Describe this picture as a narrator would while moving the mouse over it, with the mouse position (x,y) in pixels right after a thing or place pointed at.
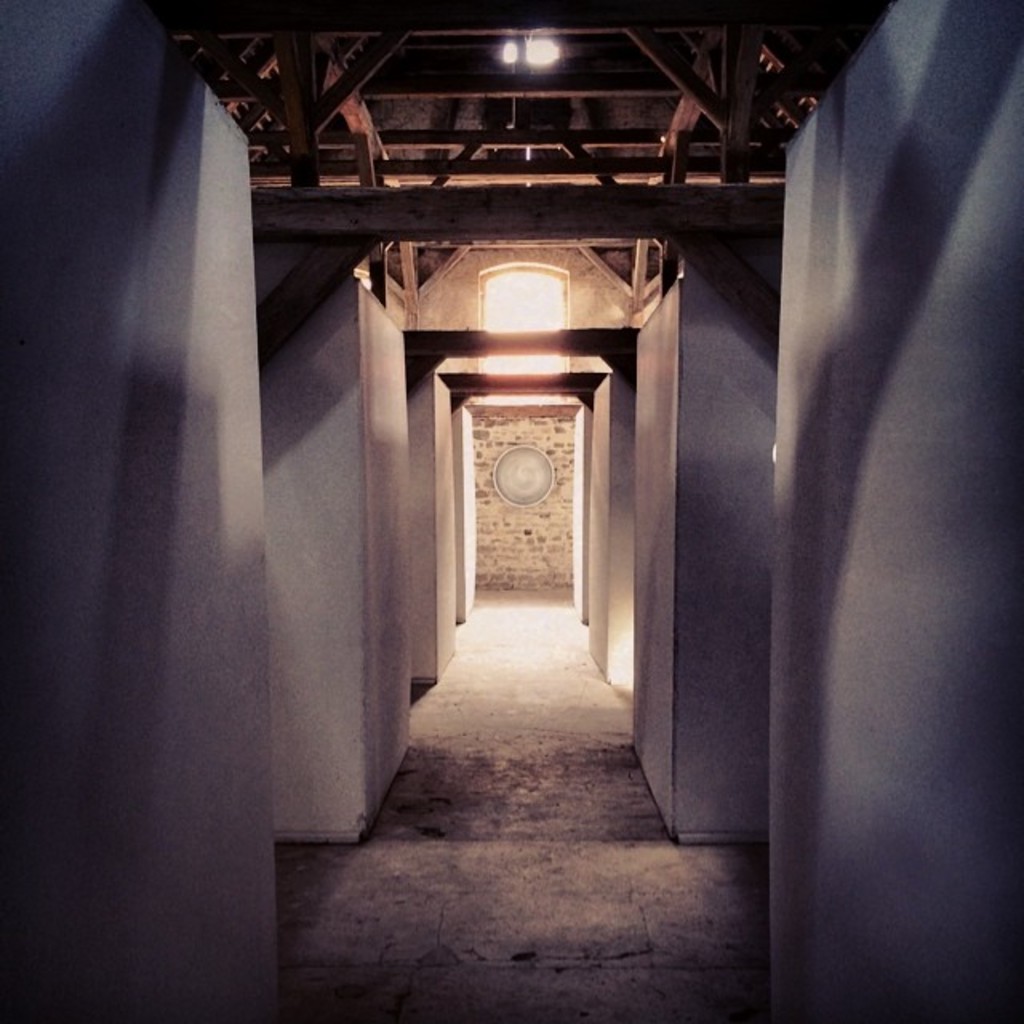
This picture shows an inner view of a building (475,87). we see lights (511,52).
